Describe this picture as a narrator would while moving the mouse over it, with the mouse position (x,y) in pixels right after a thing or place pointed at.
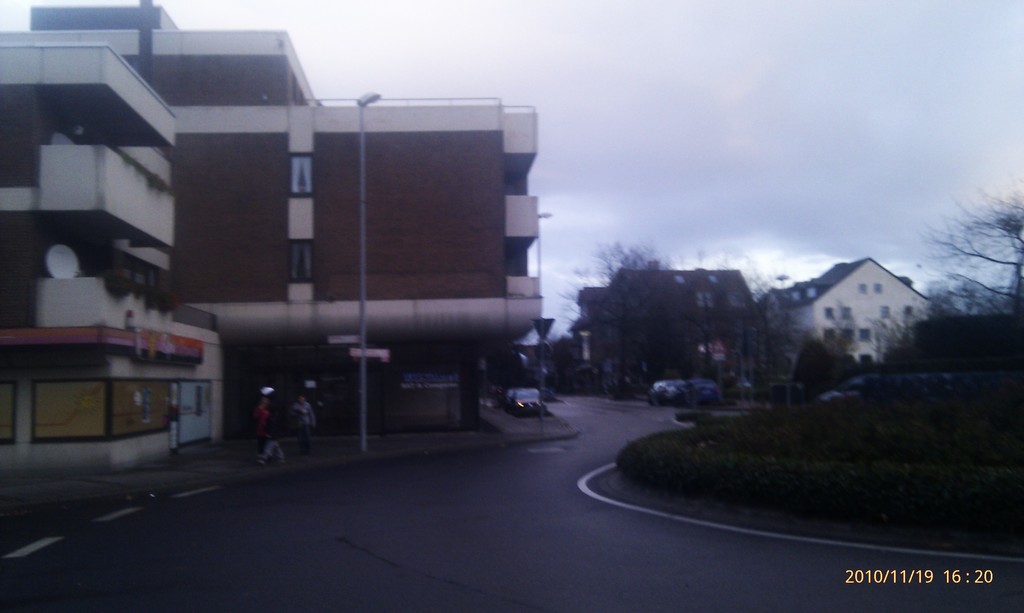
In this picture I can observe a building (243,108). In front of the building (156,191) there is a road (506,458). On the right side (722,440) I can observe some plants (823,385) and trees (1017,284). In the background (637,52) there are some clouds (608,130) in the sky (638,118).
